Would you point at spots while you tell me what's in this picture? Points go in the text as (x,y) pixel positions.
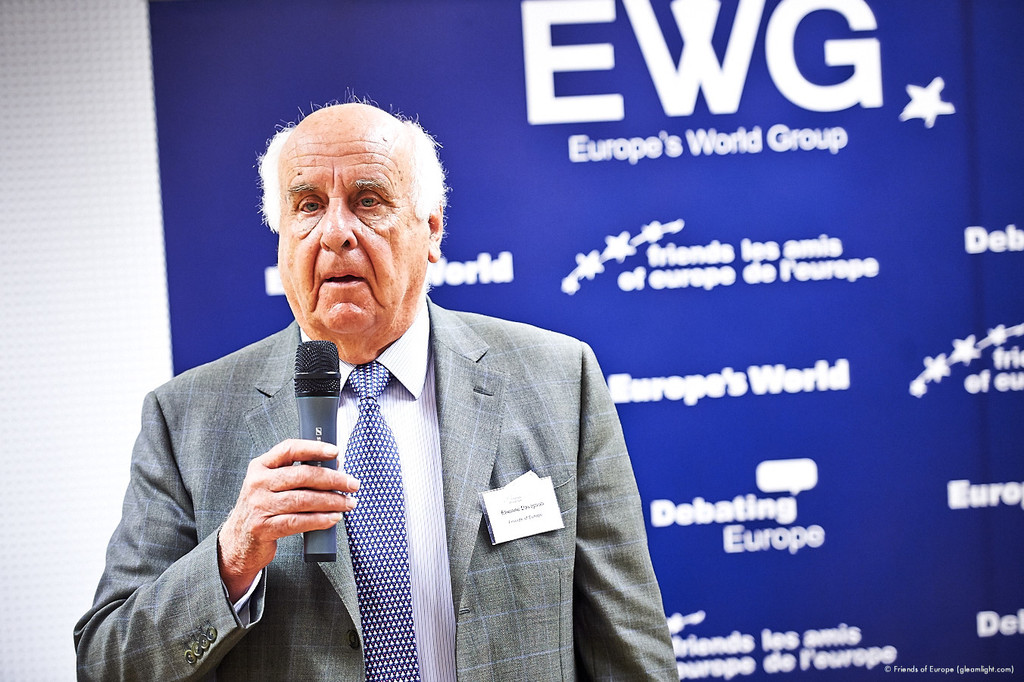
This picture is of inside. In the center (522,446) there is a man (499,464) wearing suit (442,360), holding a microphone (331,348), standing and seems to be talking. In the background (65,173) we can see a wall (88,50) and a banner (864,140) on which the text (806,277) is printed.
